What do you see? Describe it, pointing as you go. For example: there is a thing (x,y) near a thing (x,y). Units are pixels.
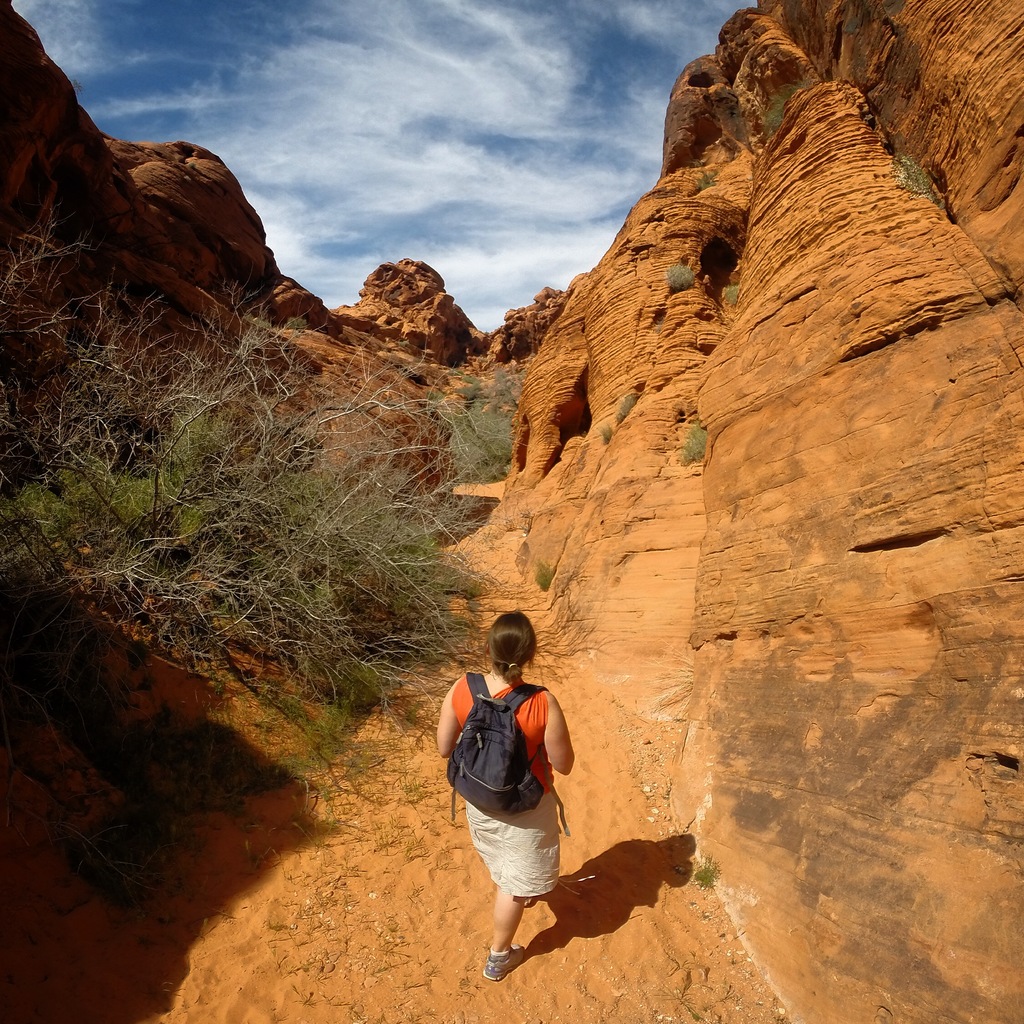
In between two rocks (558,424) there is a woman (547,699) in the image who is wearing orange color top (540,733) and cream color bottom (547,829). She is wearing her bag (473,770) and walking on sand (280,950). On top (421,197) we can see a sky (421,214) cloudy.
